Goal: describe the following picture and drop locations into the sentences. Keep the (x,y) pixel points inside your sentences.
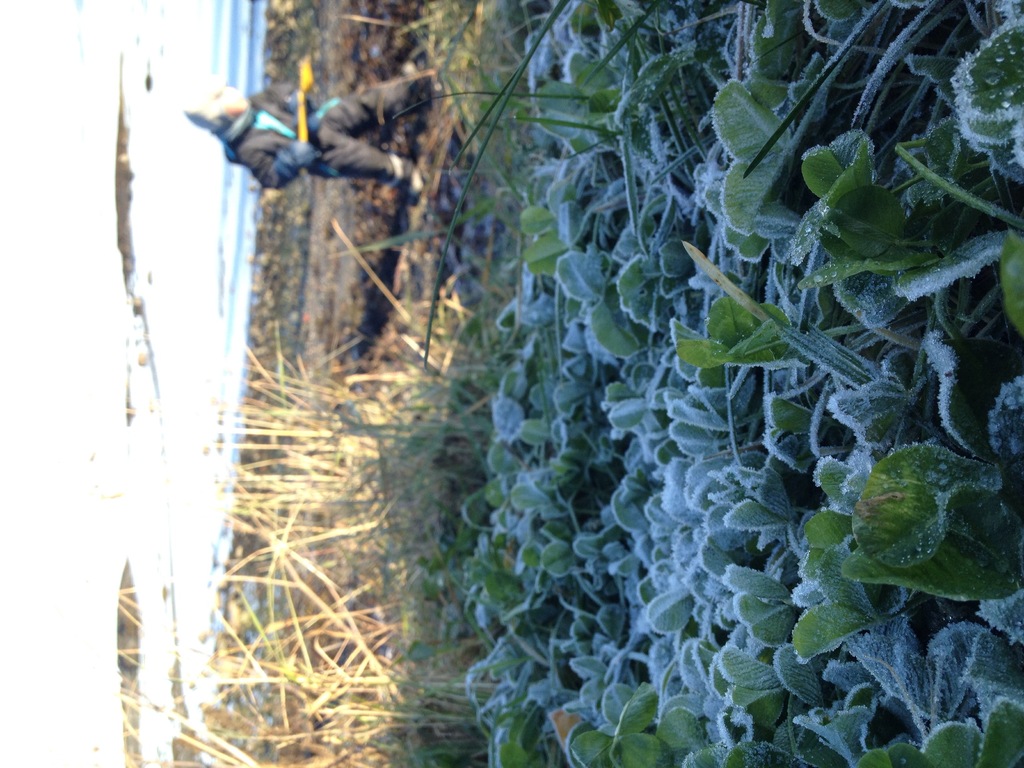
This image is in left direction. On the right side (858,543), I can see few plants (786,403) and grass (374,476). On the leaves (982,104) I can see the water drops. In the background (316,111) there is a person (363,146) standing and holding an object (302,122) in the hands (300,164). The background (193,296) is blurred.
